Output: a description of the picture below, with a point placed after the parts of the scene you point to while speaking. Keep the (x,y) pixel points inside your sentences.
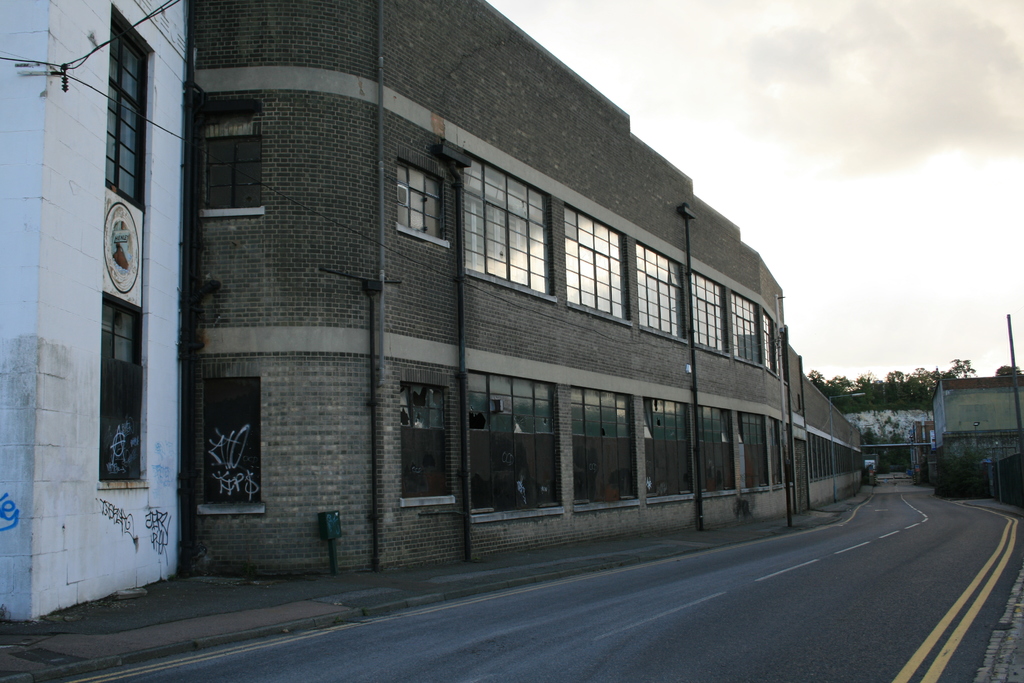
This image consists of buildings (645,400) along with windows (499,397). At the bottom (671,629), there is a road (878,624). In the background (930,393), there are trees (888,402). At the top (933,98), there are clouds (963,172). And we can see a pavement (472,570) beside the road (550,679).
